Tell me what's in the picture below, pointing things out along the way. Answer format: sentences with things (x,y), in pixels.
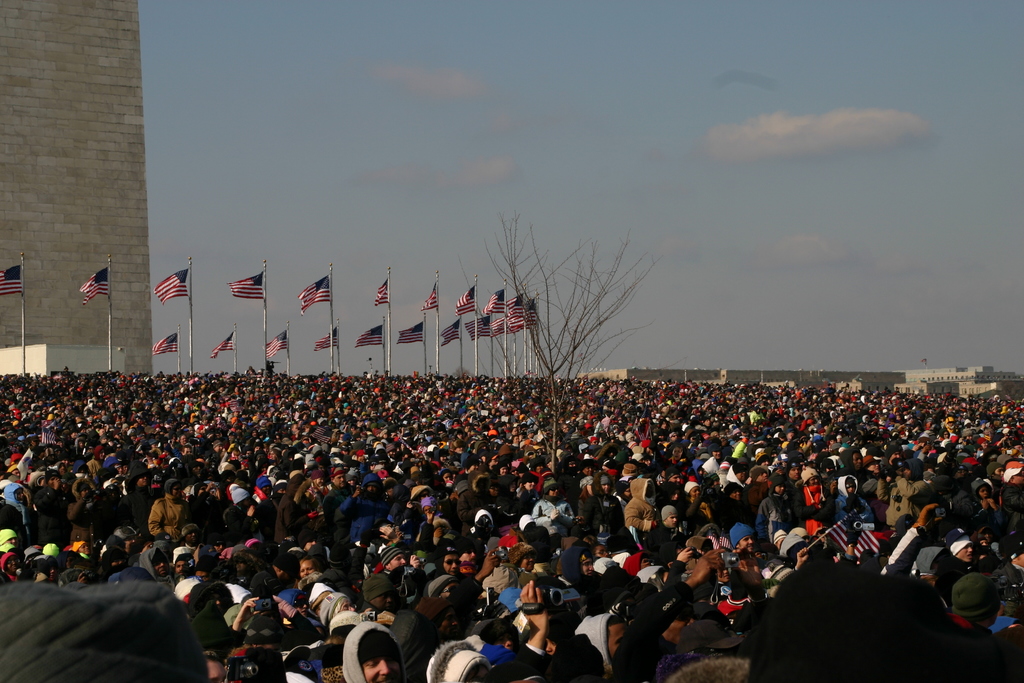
In this image I can see a group of people (595,410) and few people (670,568) are holding something (570,594). Back I can see few flags (157,287) and buildings (926,373). The sky (640,137) is in white and blue color.
